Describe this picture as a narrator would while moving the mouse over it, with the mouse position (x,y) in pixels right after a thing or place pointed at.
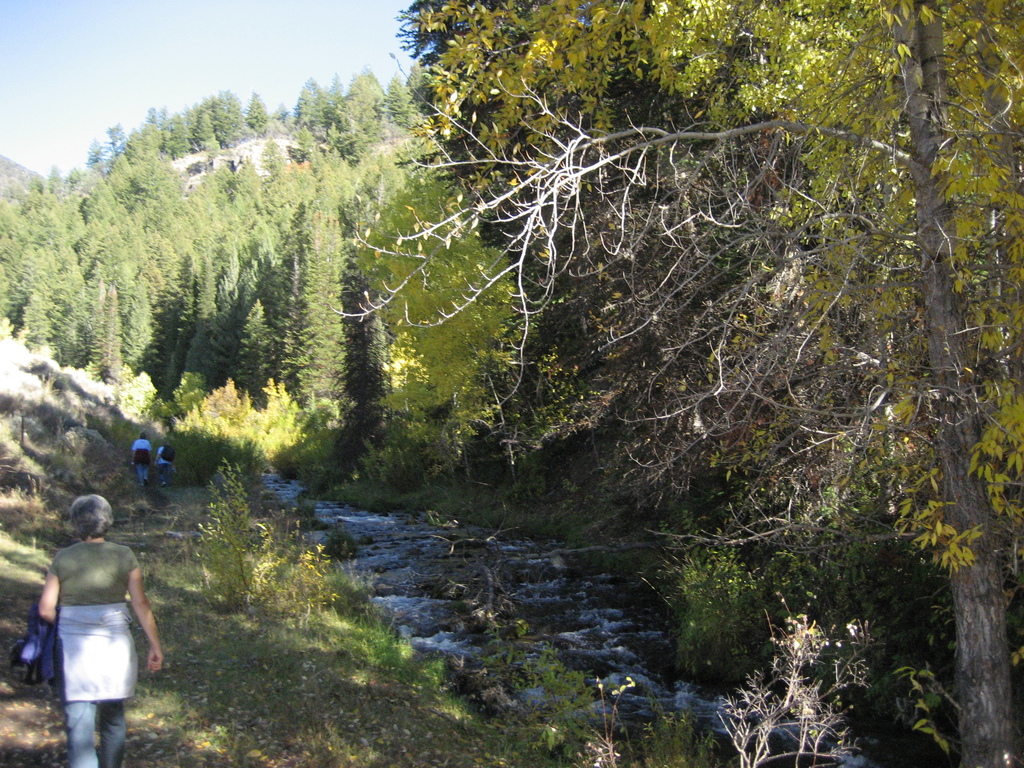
In this image we can see three persons (107,528) walking on the ground (171,692). Image also consists of trees (723,155) and also grass (335,618). Sky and water (420,602) are also visible in this image.
